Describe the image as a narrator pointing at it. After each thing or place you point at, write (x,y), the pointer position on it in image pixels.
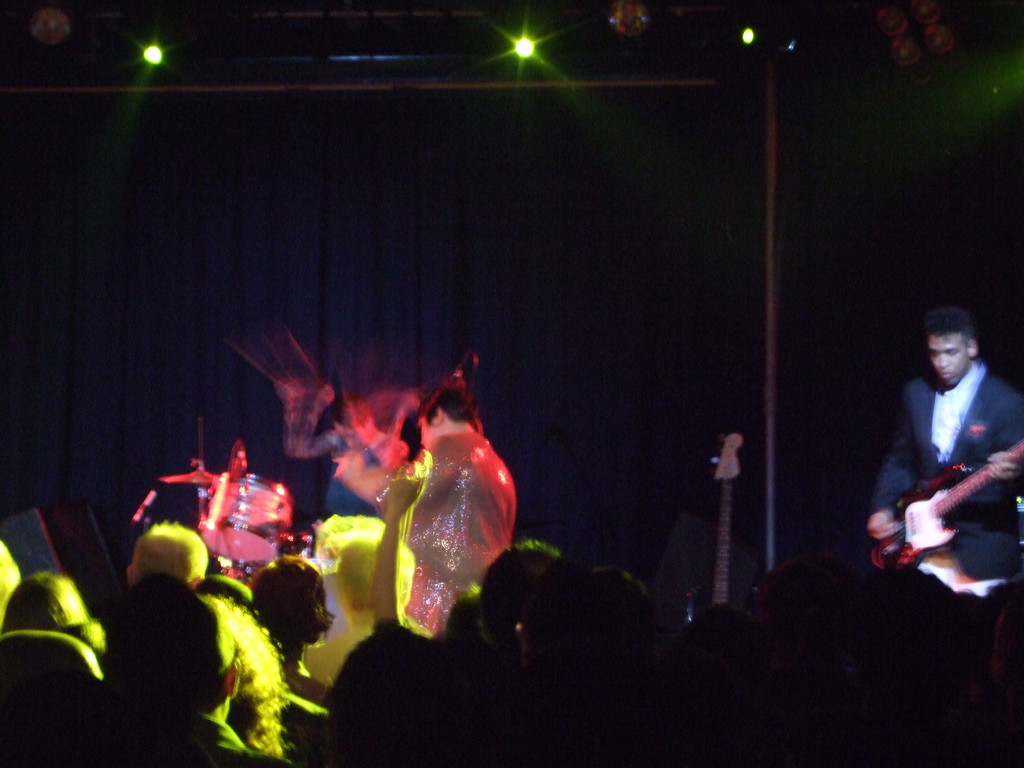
In the center of the image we can see the drums (272,492), a man (938,429) is standing and holding a guitar (945,496) are present. In the background of the image (475,221) there is a lights (516,47), curtain (369,294) are present. At the bottom of the image (332,719) a group of people (367,701) are there.
